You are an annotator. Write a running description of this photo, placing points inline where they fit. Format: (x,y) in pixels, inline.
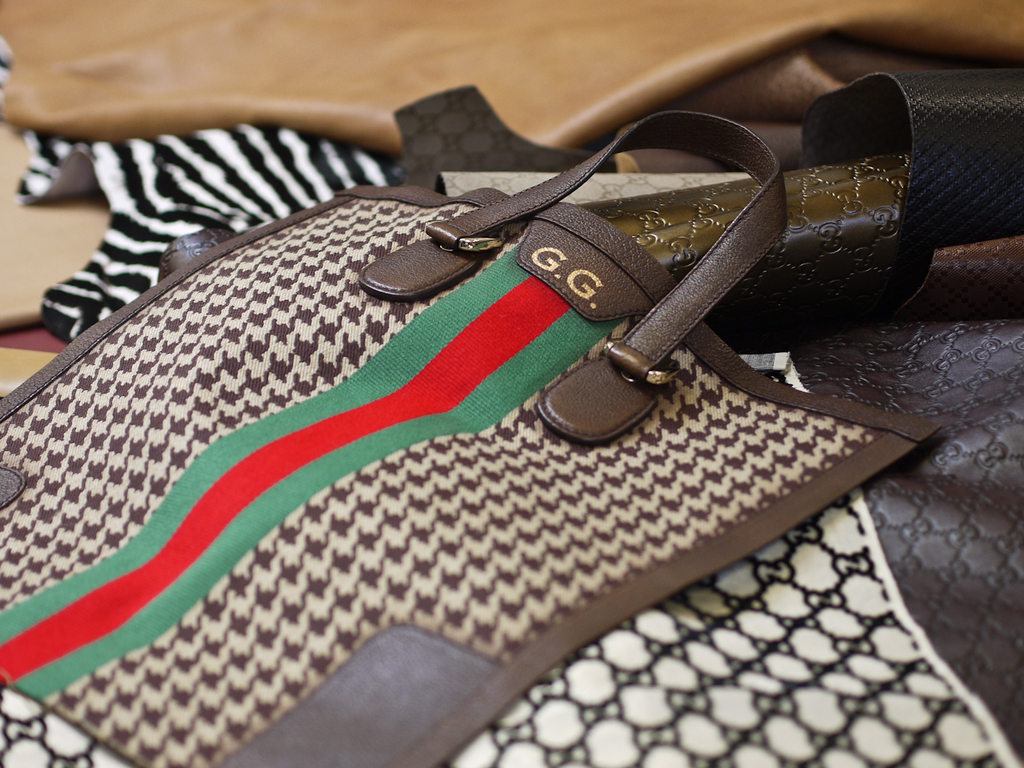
there is a bag (678,565) on which g is written.
